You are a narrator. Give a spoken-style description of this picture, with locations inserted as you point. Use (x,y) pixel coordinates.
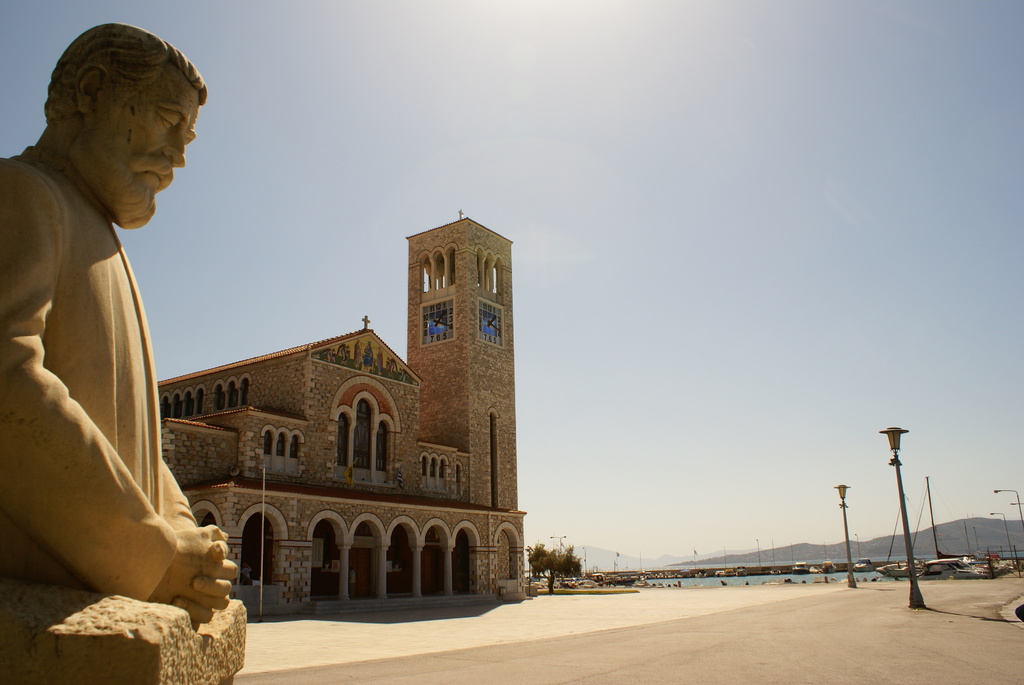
In this image I can see the statue (97,344) of the person (77,266). In the background (381,522) I can see the building (422,465), many poles (910,583) and the tree (551,586). I can also see the water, mountains (827,552) and the sky (703,387).
